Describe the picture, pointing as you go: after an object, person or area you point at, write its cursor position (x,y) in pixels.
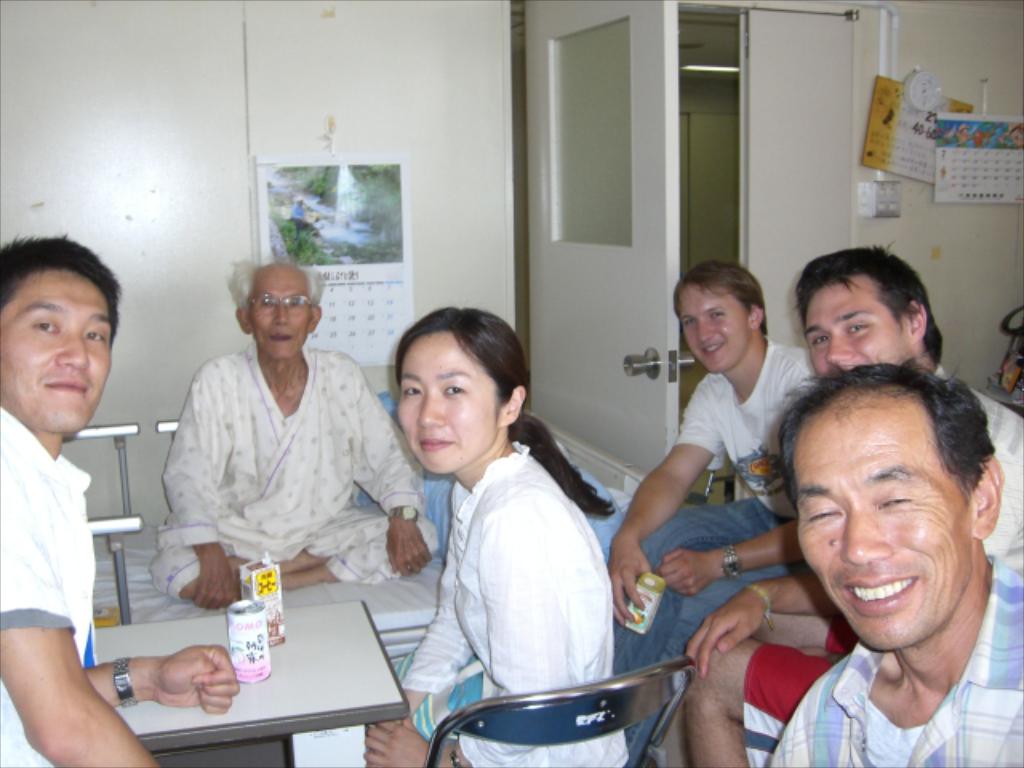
Here in this picture in the front (805,529) we can see a group of people (74,719) sitting on chairs (670,672) present over there and we can also see a table (178,643) present over there, on which we can see a couple of tins (275,615) present over there and behind them we can see an old man (201,415) sitting on a bed (422,598) over there and we can also see a door (621,38) present over there and we can see a calendar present on the wall (452,282) over there and we can see all them are smiling.
